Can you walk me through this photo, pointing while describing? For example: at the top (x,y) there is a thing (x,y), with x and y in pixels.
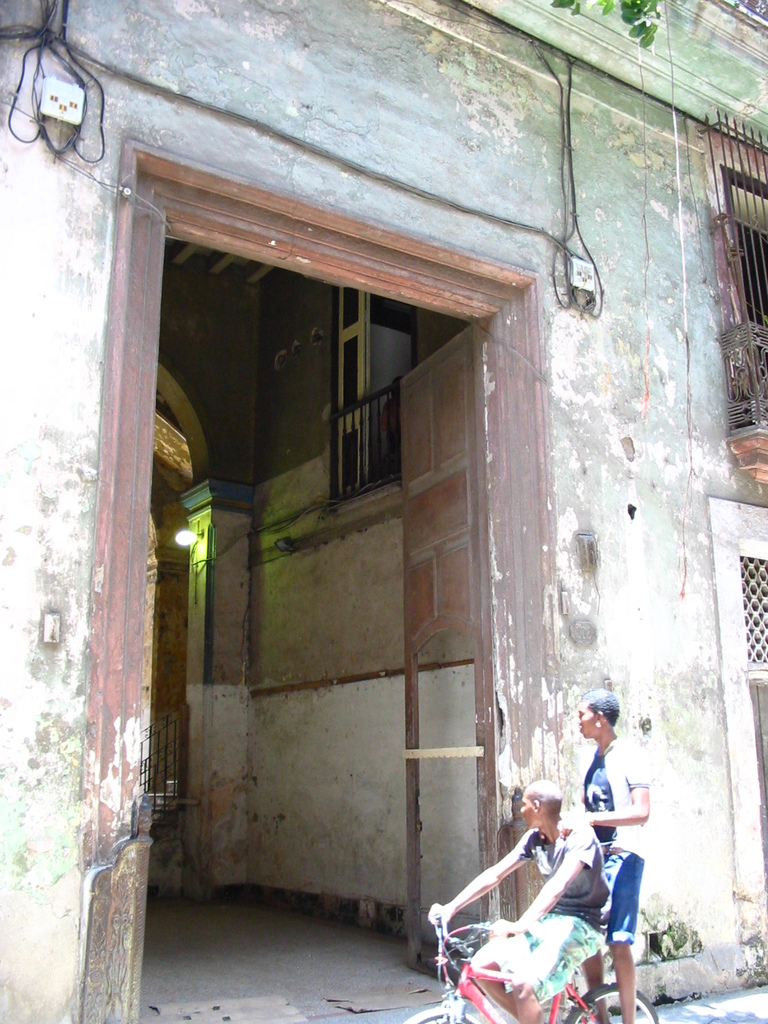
In this picture outside of the house (326,478). There are two persons (595,921). One person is standing and another person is sitting on a bicycle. We can see in background (347,257) wall (517,101), door (347,272), window (746,183), socket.
